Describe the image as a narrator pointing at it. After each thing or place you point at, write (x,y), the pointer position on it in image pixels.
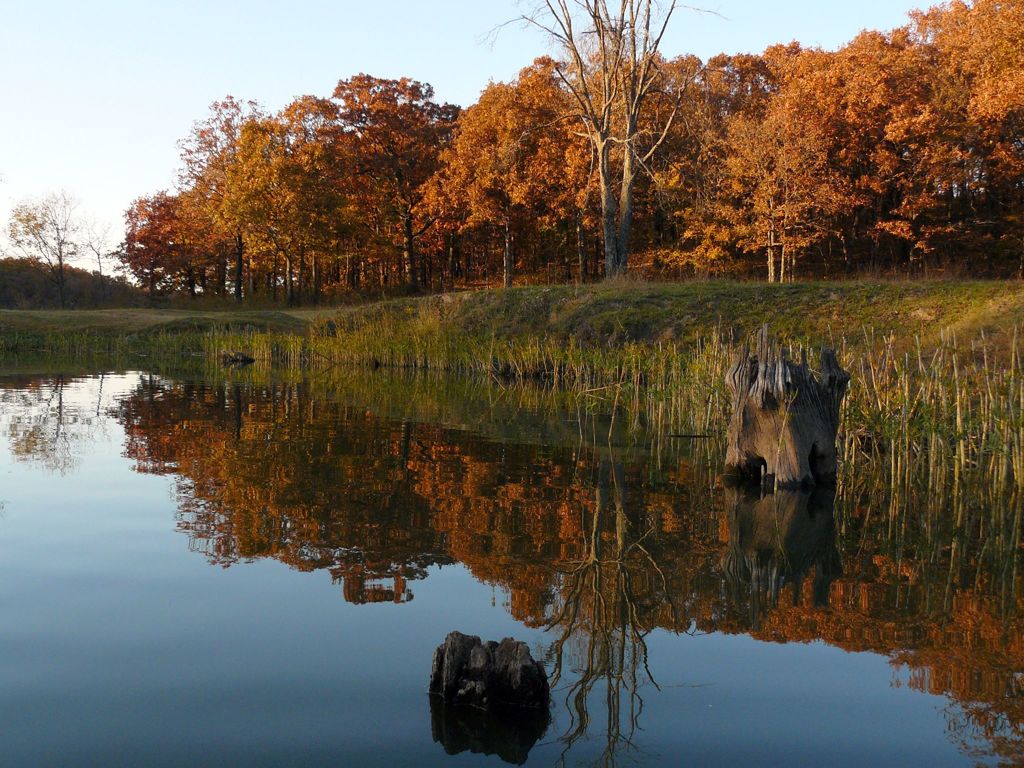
This picture shows water (394,515) and we see grass (283,330) and trees (543,87) and a blue sky (279,67).
